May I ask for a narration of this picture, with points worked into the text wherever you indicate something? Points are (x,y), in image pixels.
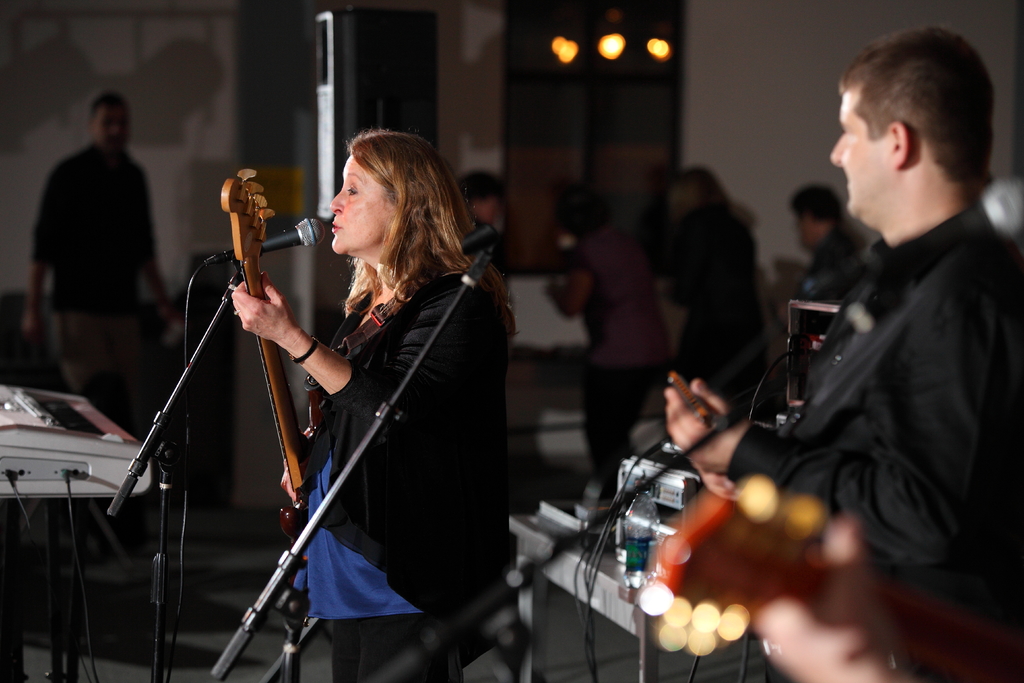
This image looks like it is clicked in a concert. In the front (440,345), the woman (339,373) is singing and playing guitar (300,462). To the right (909,402), the man (908,447) is playing guitar (793,548). In the background (102,119), there are many people (840,220). To the left (61,466), there is a keyboard (49,489). At the bottom (201,661), there is a floor (182,673).
